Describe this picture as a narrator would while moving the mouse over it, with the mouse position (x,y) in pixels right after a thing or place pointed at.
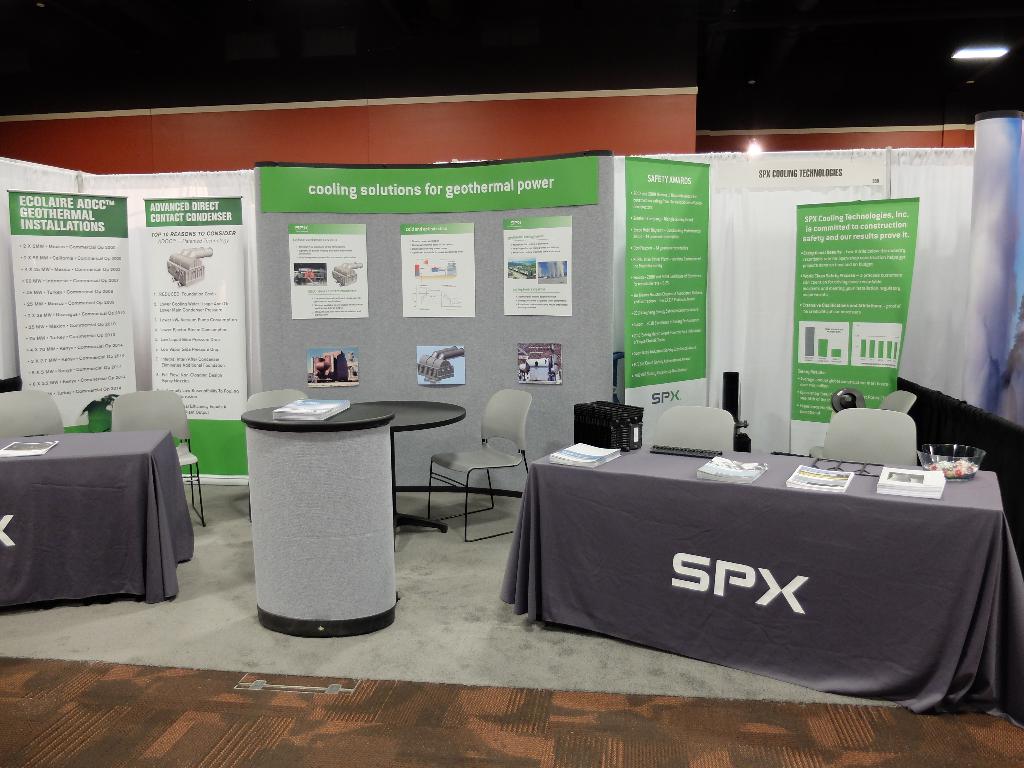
Here in this picture we can see tables (533,522) and chairs (448,457) present on the floor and behind that we can see banners (215,231) and posters (422,231) present over there and we can also see lights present on the roof (217,99) and we can see some books (817,482) present on the tables (618,467).
